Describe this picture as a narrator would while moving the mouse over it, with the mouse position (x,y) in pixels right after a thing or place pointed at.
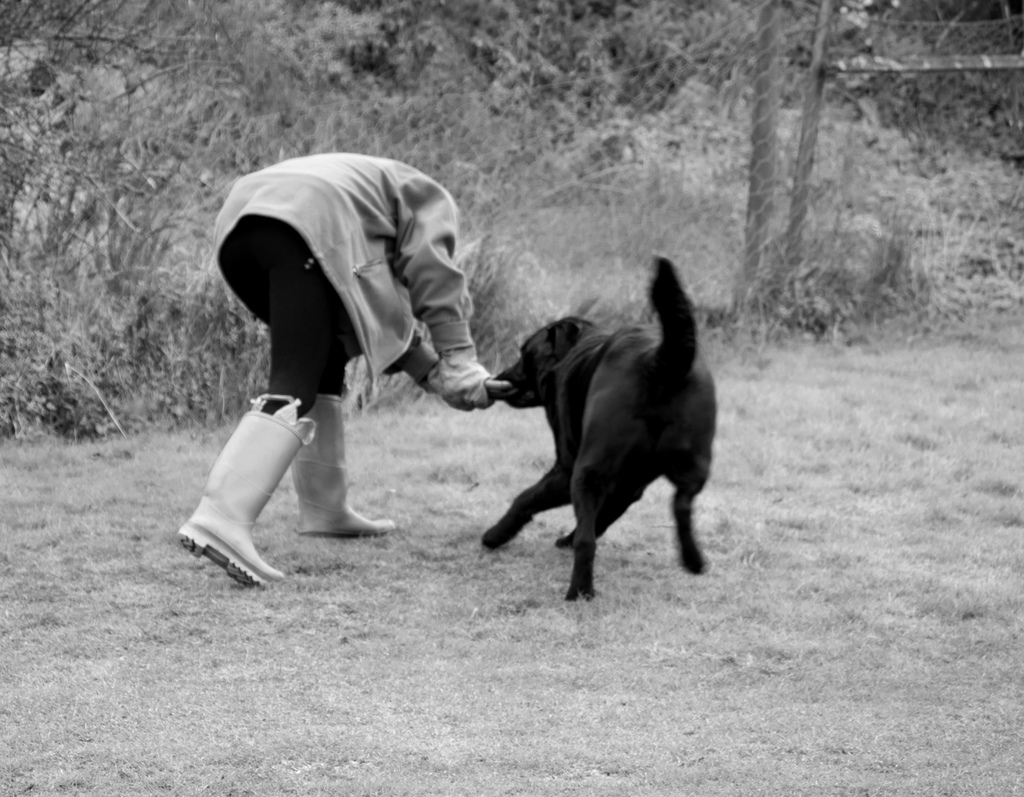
This is a black and white picture. On the background (182,128) we can see plants (711,104). Here we can see a person (322,510) playing with a black colour dog (602,480).
